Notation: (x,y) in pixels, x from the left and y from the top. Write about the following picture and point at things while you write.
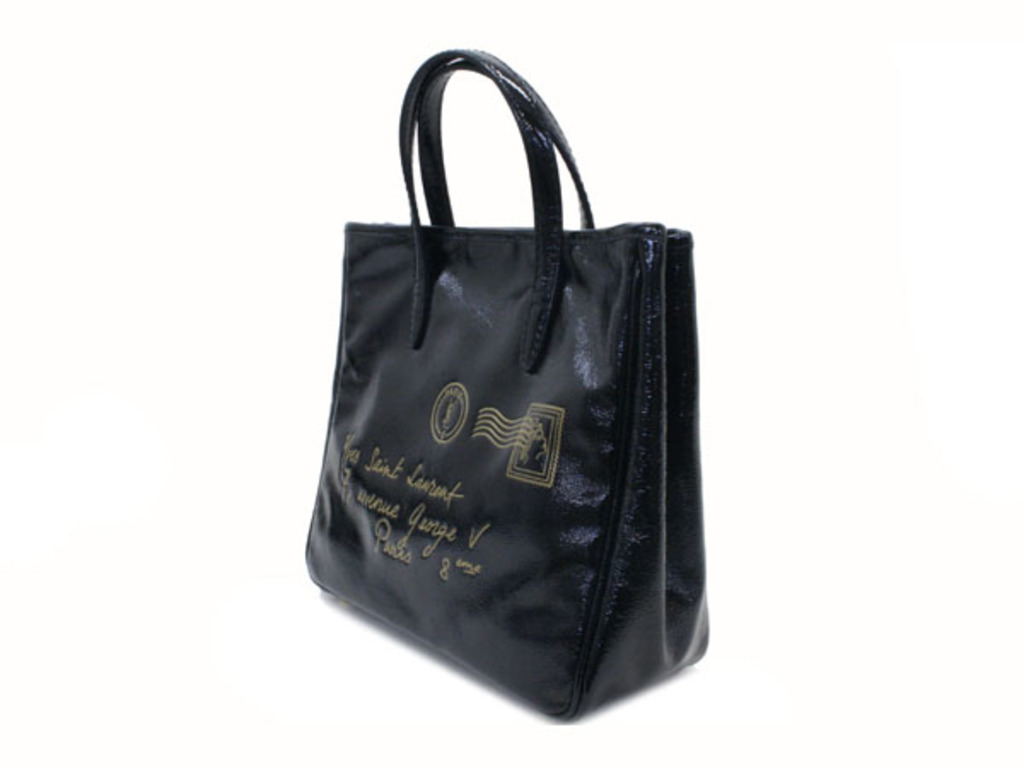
This is a leather handbag (458,363).
